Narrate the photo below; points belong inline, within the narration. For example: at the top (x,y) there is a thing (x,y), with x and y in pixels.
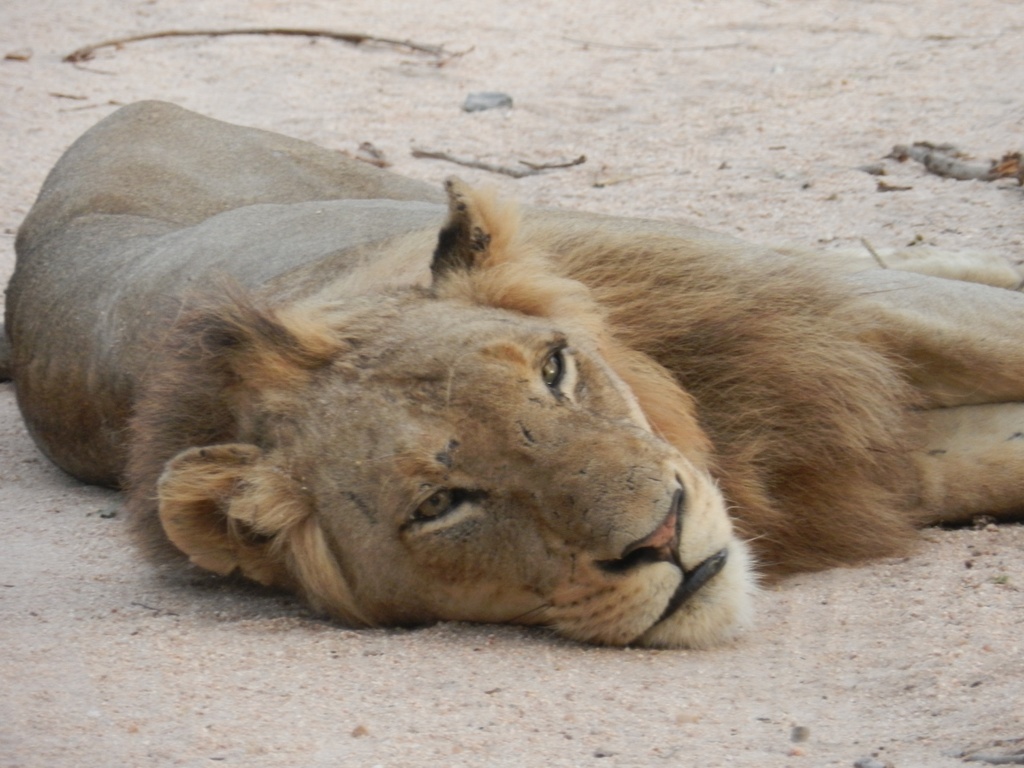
In this image I can see a lion (137,194) is lying on the ground (827,624). This image is taken during a day.
